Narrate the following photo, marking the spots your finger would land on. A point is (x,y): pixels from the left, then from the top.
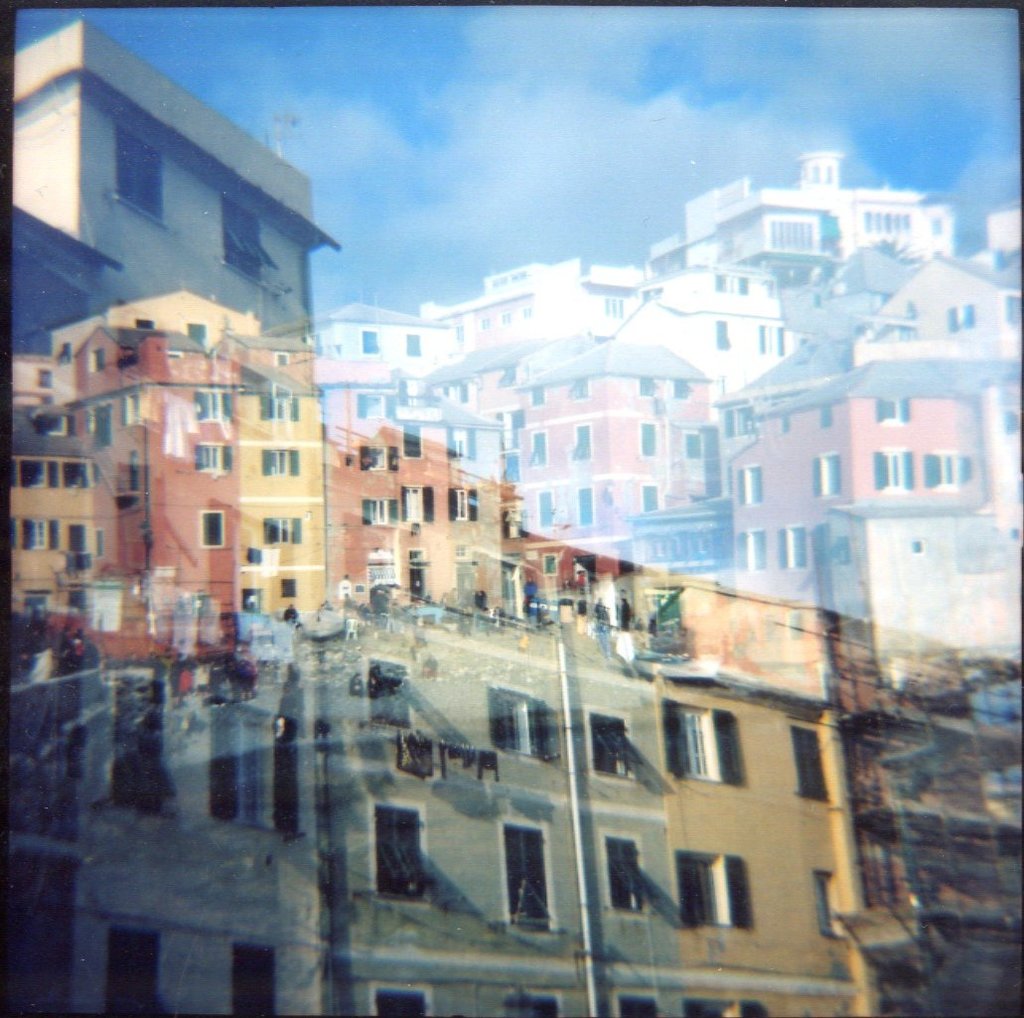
In this image I can see number of buildings (498,481), number of windows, clouds (727,145) and the sky (599,114).
